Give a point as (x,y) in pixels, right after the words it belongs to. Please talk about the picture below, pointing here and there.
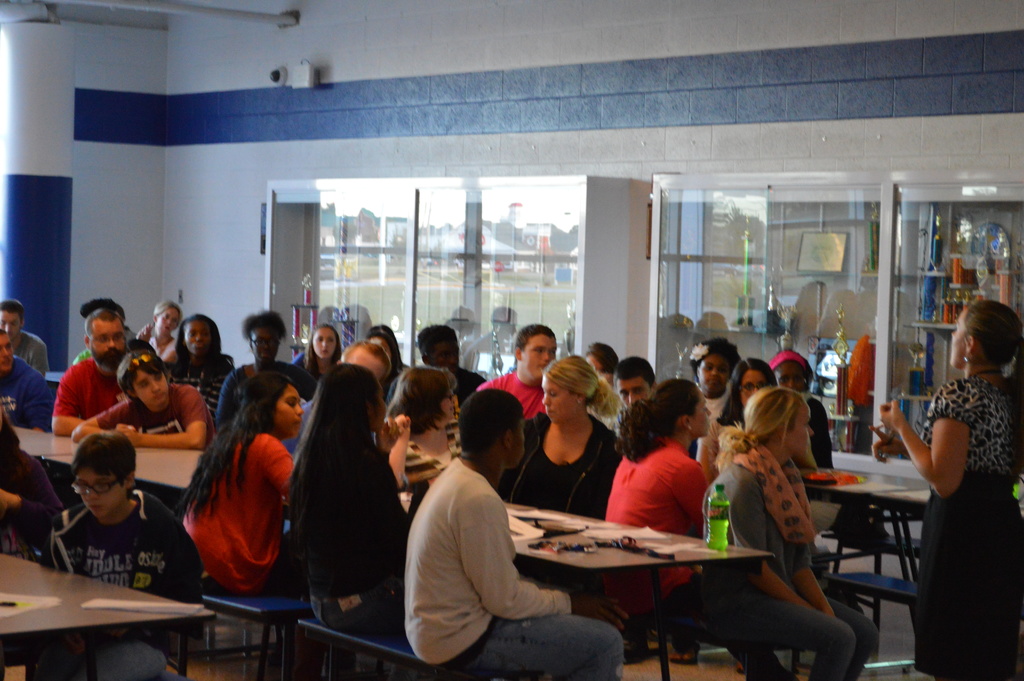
In this picture we can see some persons (360,557) sitting on the benches (291,611). This is table (603,560). On the table (591,563) there are some papers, and a bottle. Here we can see a woman (999,611) who is standing on the floor (888,680). This is the glass (803,285). On the background (539,117) there is a wall (137,171) and this is the pillar (36,114).
